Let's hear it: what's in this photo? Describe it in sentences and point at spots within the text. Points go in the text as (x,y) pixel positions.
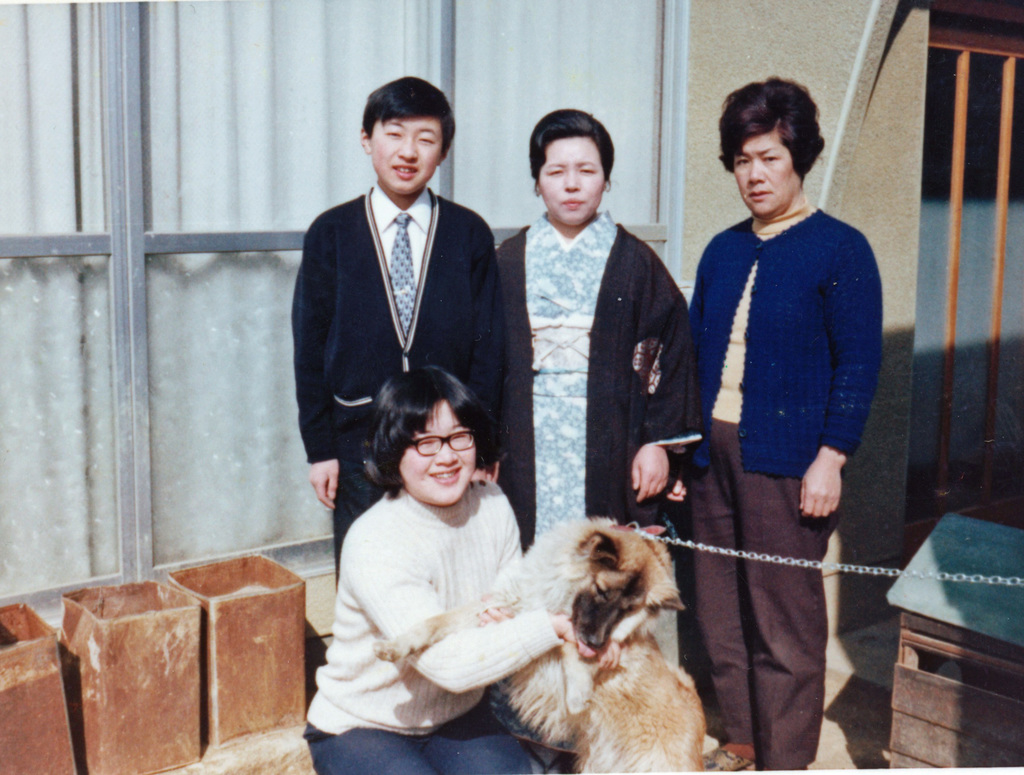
In this picture we can see four persons (760,265) one person (424,481) sitting on knees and holding dog (642,623) and remaining three persons (375,318) standing they wore coat (486,274) and in the background (74,351) we can see wall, curtain (196,209), some boxes (23,655), fence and there is a chain (992,581) to the dog (651,679).
